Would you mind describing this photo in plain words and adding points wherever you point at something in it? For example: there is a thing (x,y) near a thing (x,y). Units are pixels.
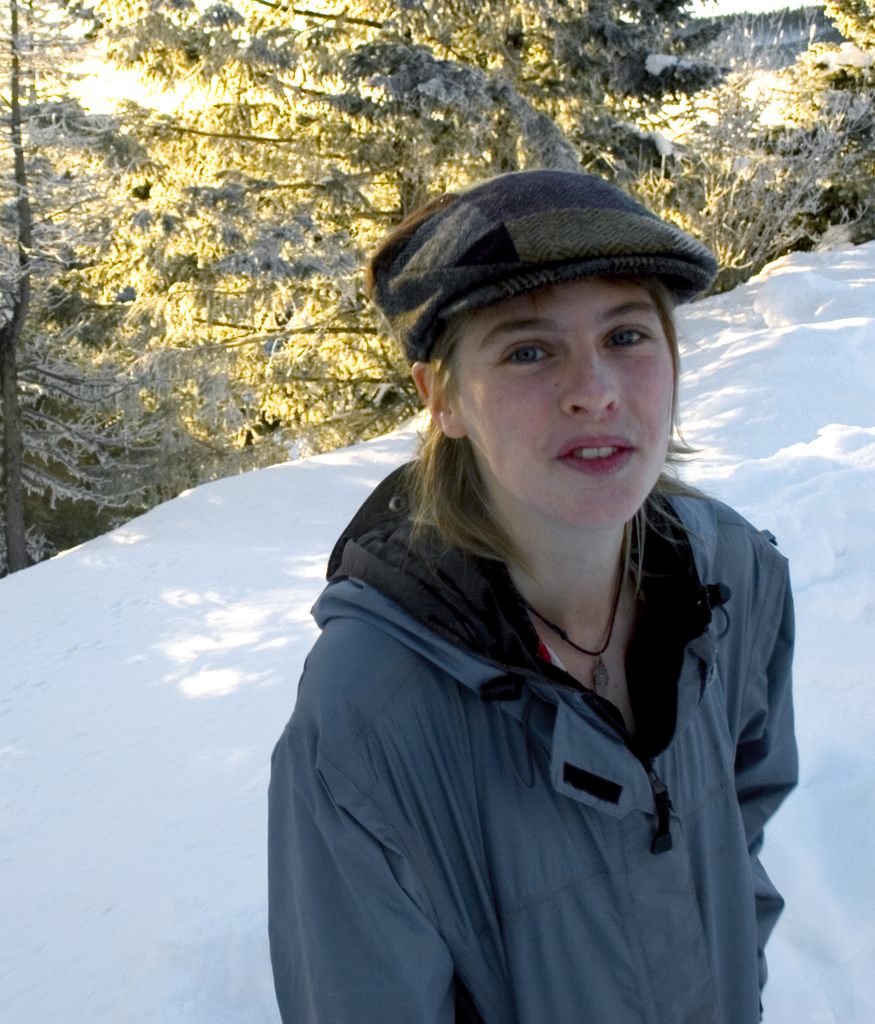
In the foreground (640,288) I can see a woman (617,615) is standing on the ice road (202,844). In the background (6,157) I can see trees (688,186) and snow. This image is taken may be during a sunny day.
